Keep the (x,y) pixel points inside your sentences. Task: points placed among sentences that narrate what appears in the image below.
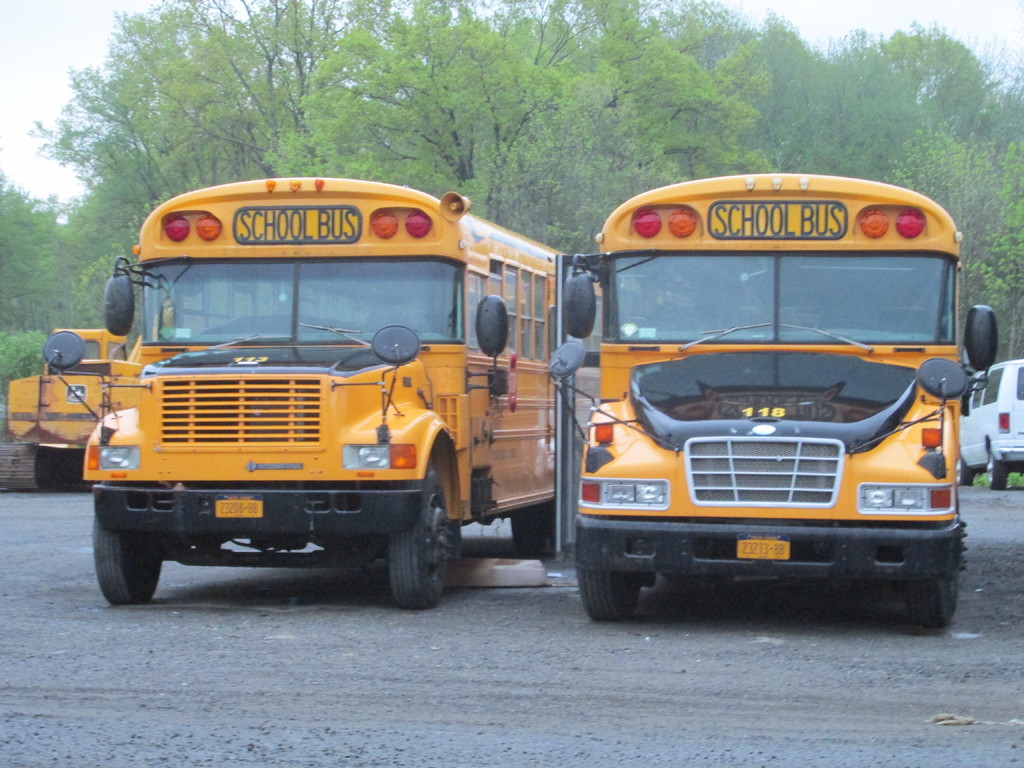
In this image there are buses (874,437) on a road (471,743), in the background (98,99) there are trees (648,104).
